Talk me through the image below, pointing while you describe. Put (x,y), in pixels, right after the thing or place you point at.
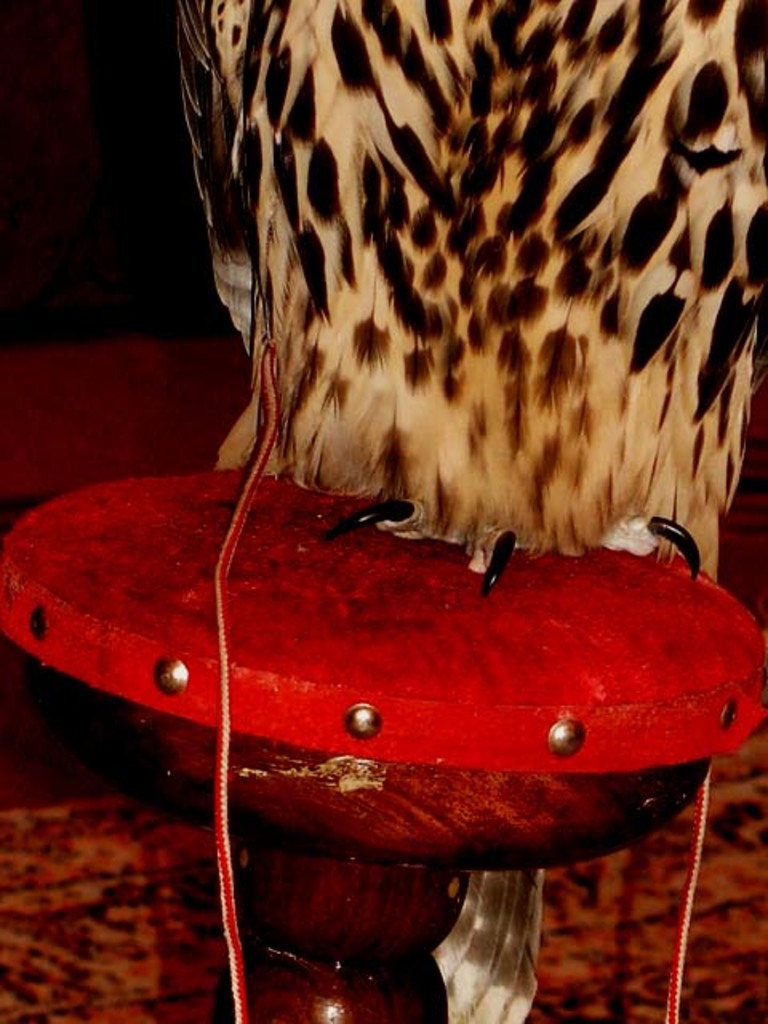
This picture looks like a bird (437,422) on the stool (324,733) and I can see dark background (9,72).
